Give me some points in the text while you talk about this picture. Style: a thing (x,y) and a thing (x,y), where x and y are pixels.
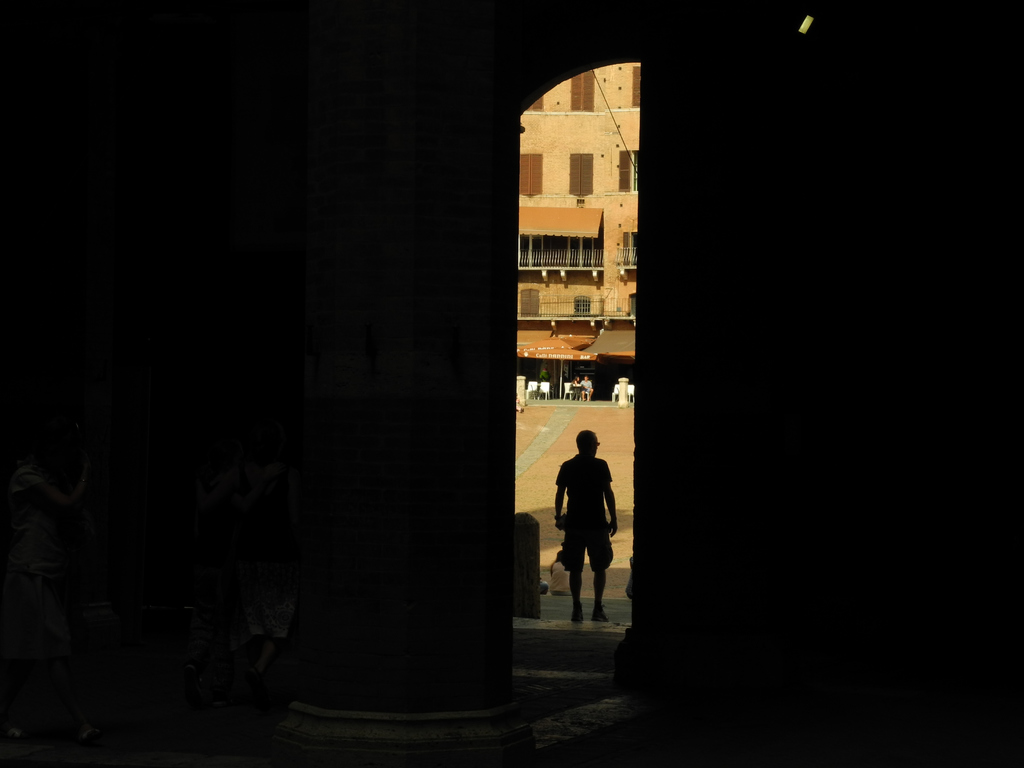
In the foreground of the image (388,573) we can see some persons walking near the wall (502,395) and in the background of the image (578,454) there is a person (570,590) standing in between the walkway (630,534) there are some buildings (626,140) and open area (620,453).
